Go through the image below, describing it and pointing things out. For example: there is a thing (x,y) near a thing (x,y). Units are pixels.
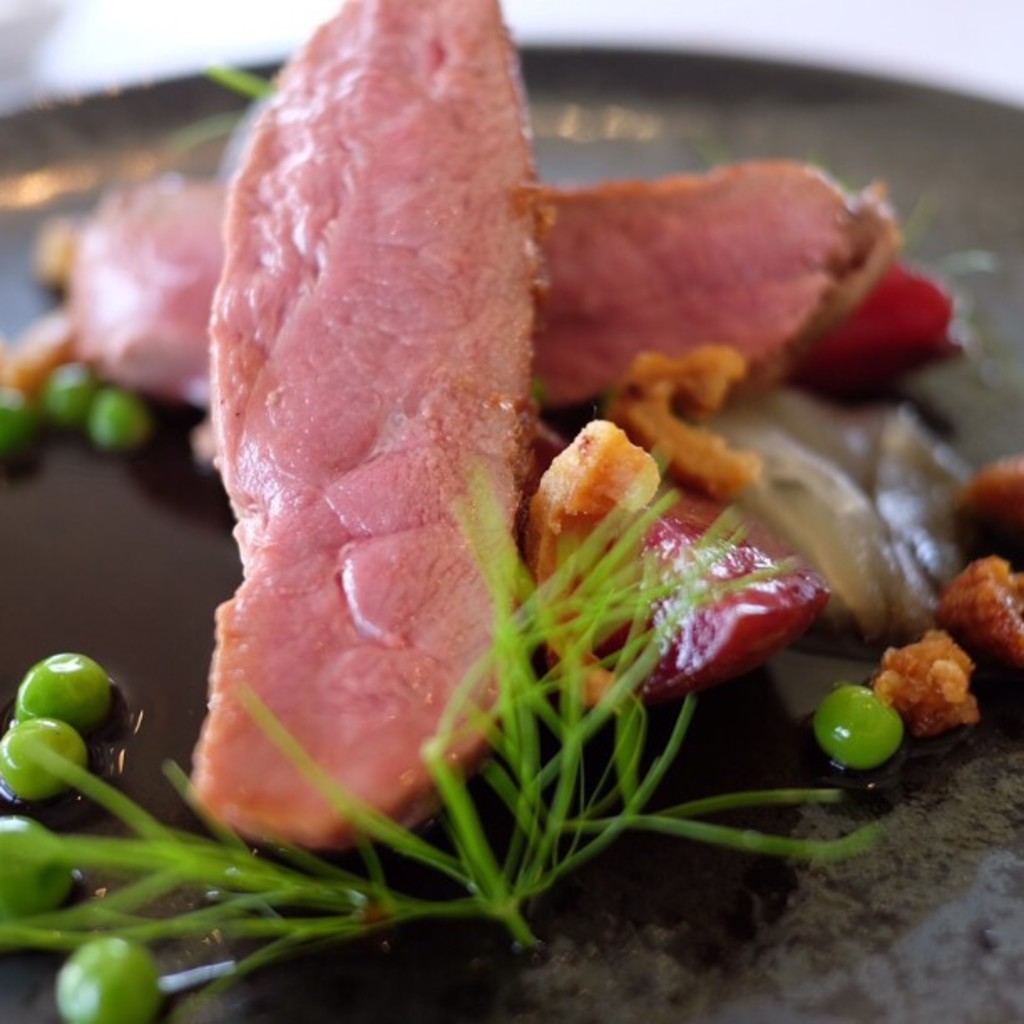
In the picture we can see a plate (124,473) on it we can see some peas grains (866,718) and slices of meat (322,451) and some pieces of fried food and some leaf garnish (436,910).
